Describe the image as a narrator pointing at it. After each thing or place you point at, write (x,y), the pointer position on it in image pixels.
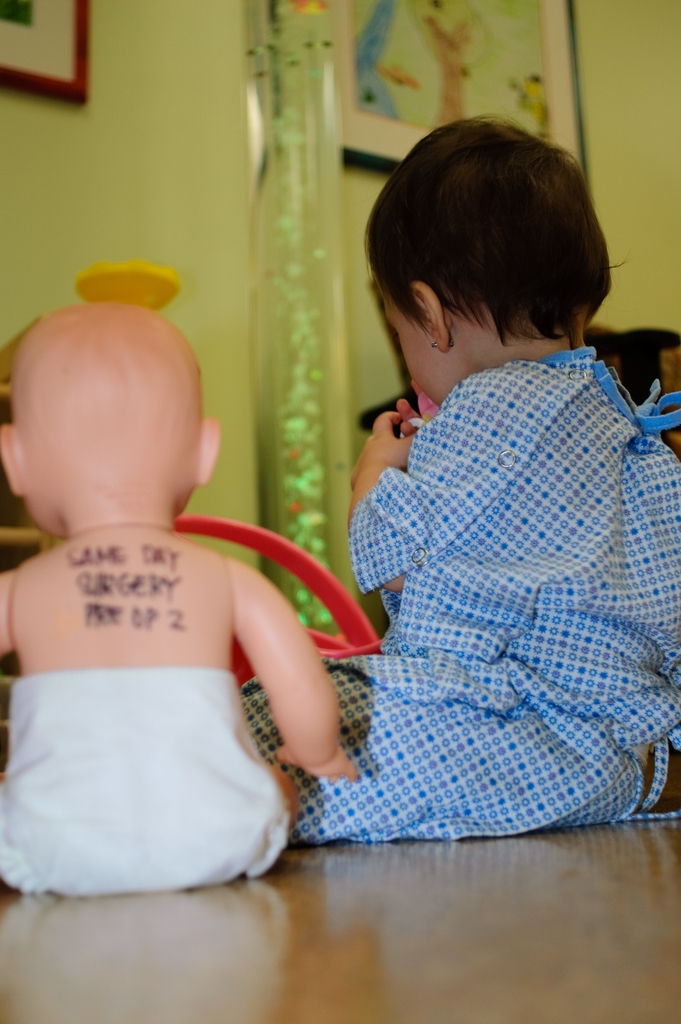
In this image I can see the doll (41,607) and the person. I can see the person (478,503) wearing the blue color dress (450,683). In-front of the person (409,704) I can see few objects (238,670). In the background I can see the decorative object (255,242) and the frames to the wall (48,292).
